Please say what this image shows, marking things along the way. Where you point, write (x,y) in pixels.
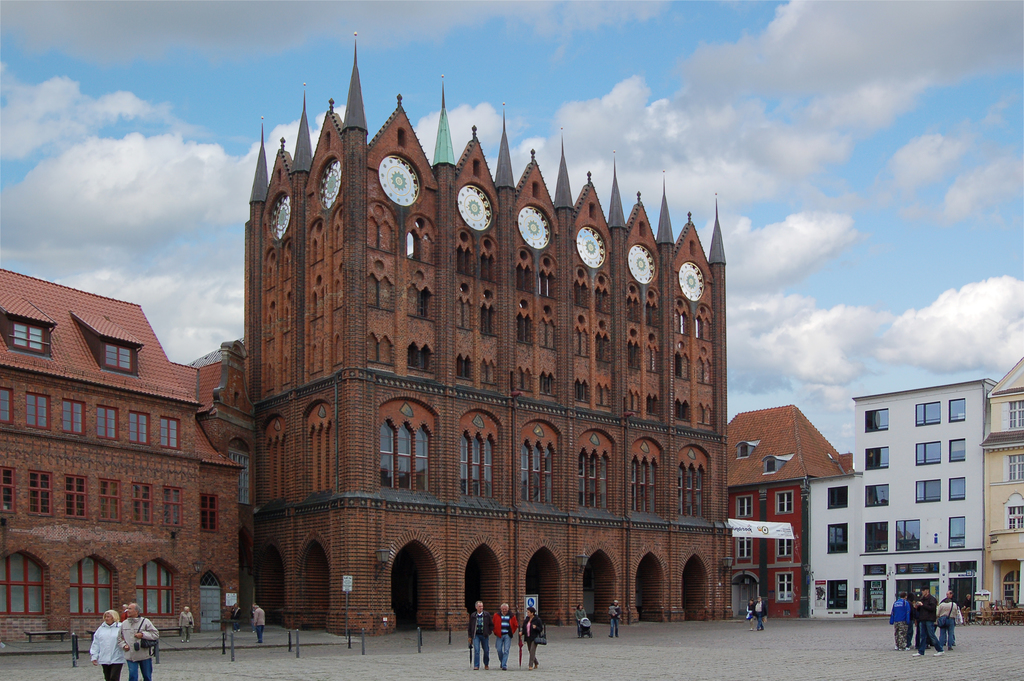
In this image there are buildings (357,584). At the bottom (928,595) we can see people (919,606) and there are benches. In the background (131,160) there is sky (762,112).
